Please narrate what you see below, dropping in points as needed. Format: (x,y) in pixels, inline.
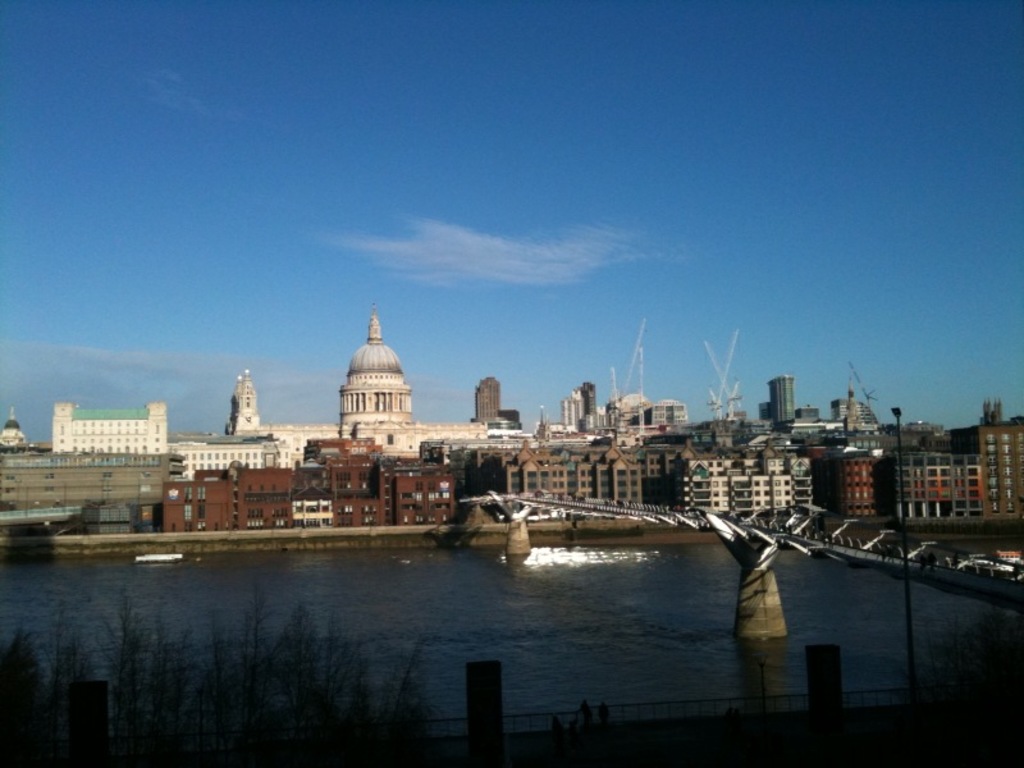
This image consists of many buildings (524,429). In the middle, there is water (601,599). And we can see a bridge (493,500) on the right (997,580). At the top (135,191), there are clouds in the sky (111,114).
